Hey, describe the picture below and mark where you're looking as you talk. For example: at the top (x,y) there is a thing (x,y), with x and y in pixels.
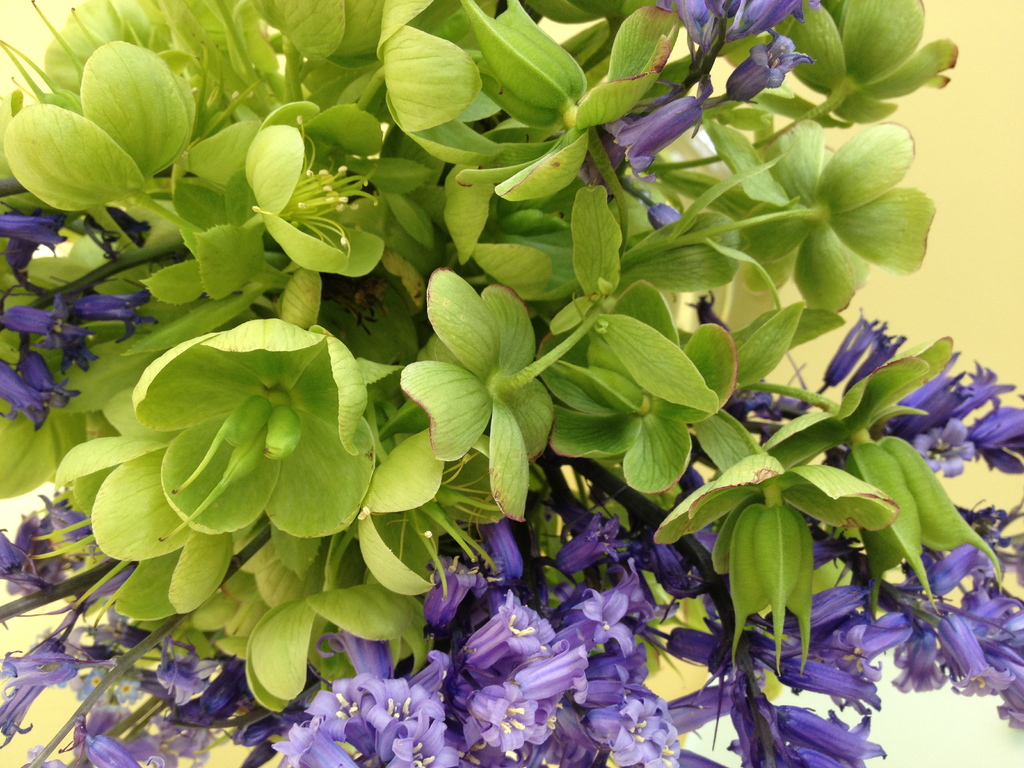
This is a zoomed in picture. In the foreground (681,650) we can see the flowers (442,664) which are in purple color. In the center (524,370) we can see the green color flowers (519,175). In the background (982,95) there is a yellow object (976,239) seems to be the wall (932,248).
